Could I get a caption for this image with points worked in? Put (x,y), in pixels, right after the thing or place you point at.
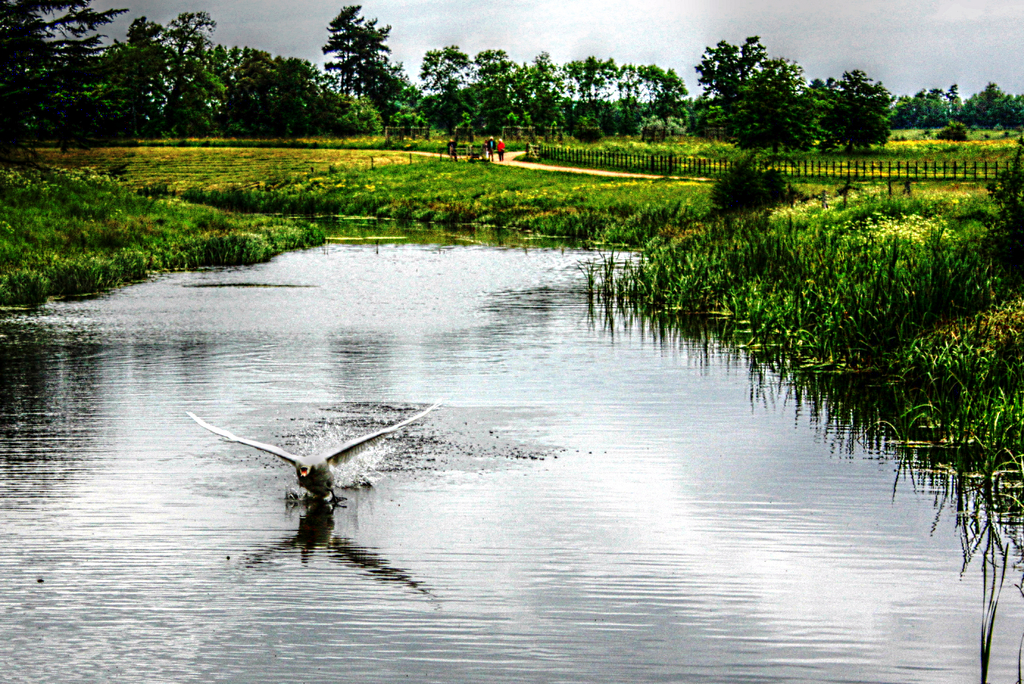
In this image there is water (284,535) and we can see a bird (335,502). There is grass (91,260) and we can see a fence (613,161). In the background (89,50) there are trees (327,50) and sky (573,23). There are people (501,151).
